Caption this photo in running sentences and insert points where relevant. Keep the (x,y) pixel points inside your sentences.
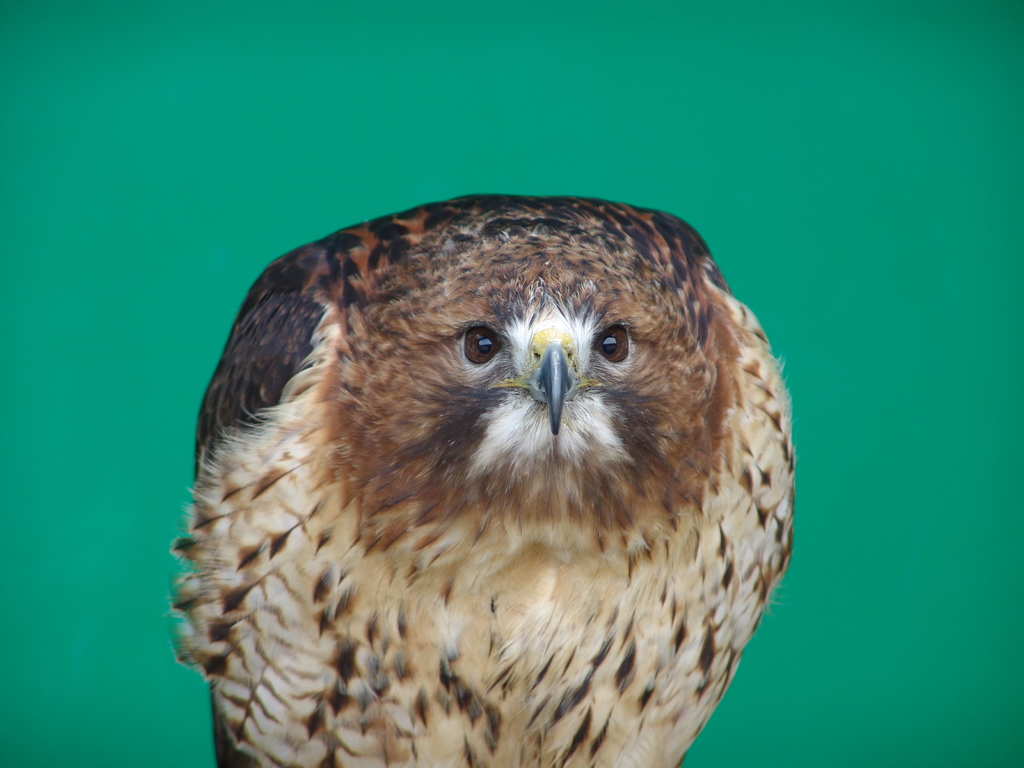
In the picture I can see an eagle (368,569). The background of the image (281,88) is green in color.
